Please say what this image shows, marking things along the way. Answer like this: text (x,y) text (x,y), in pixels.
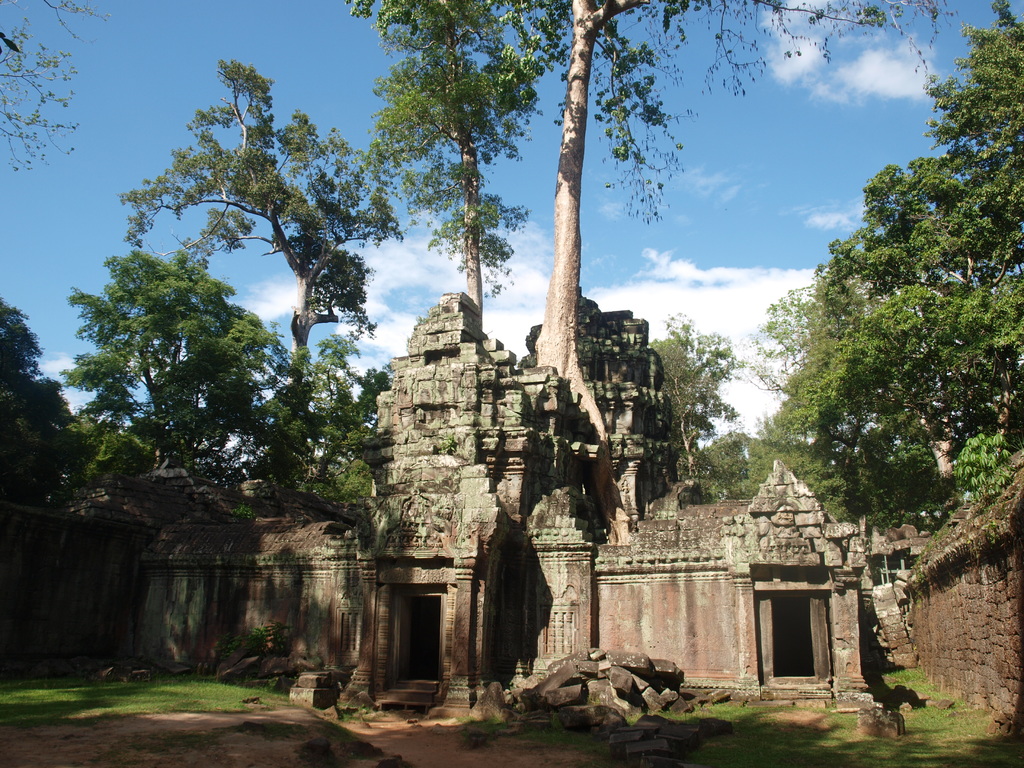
This picture shows a monument (462,468) and we see trees (471,279) and grass (795,749) on the ground (281,760) and we see a blue cloudy sky (677,209).
